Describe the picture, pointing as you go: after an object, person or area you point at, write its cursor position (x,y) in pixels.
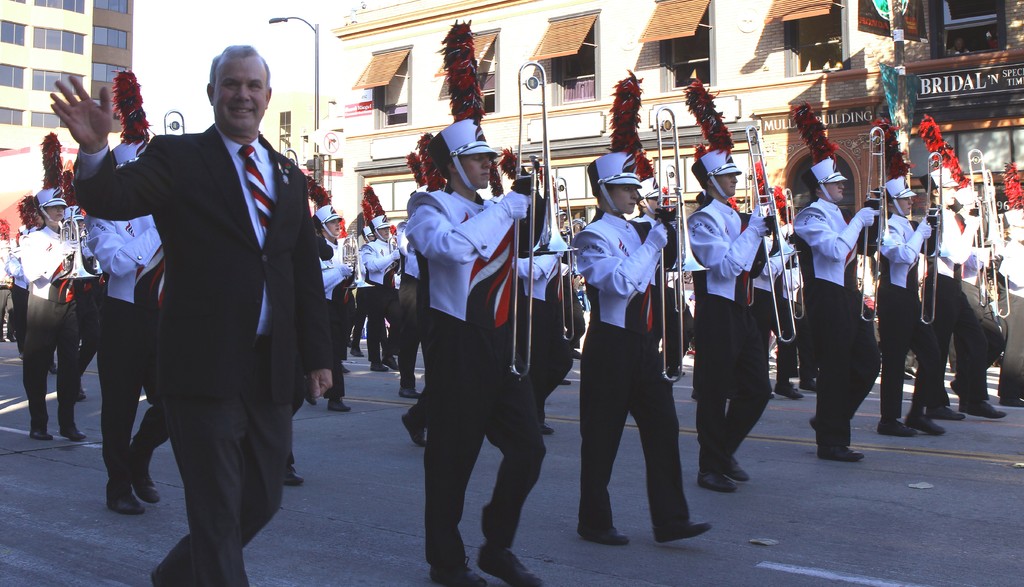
In this picture, we can see a few people (491,343), among them one person (268,224) is waving his hand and a few (518,197) are holding musical instruments (547,210), and we can see the road (770,427), buildings (671,83) with windows (975,146), posters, and we can see pole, lights (287,22).
